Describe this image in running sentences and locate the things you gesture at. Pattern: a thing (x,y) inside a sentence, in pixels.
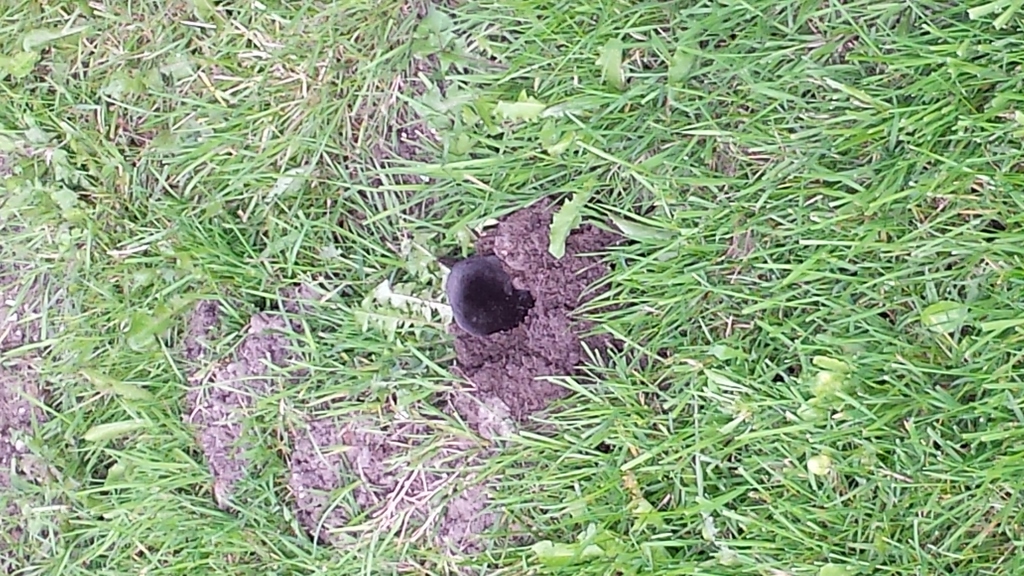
In this picture we can see some grass (428,468) and a few leaves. There is a black object (507,321).
